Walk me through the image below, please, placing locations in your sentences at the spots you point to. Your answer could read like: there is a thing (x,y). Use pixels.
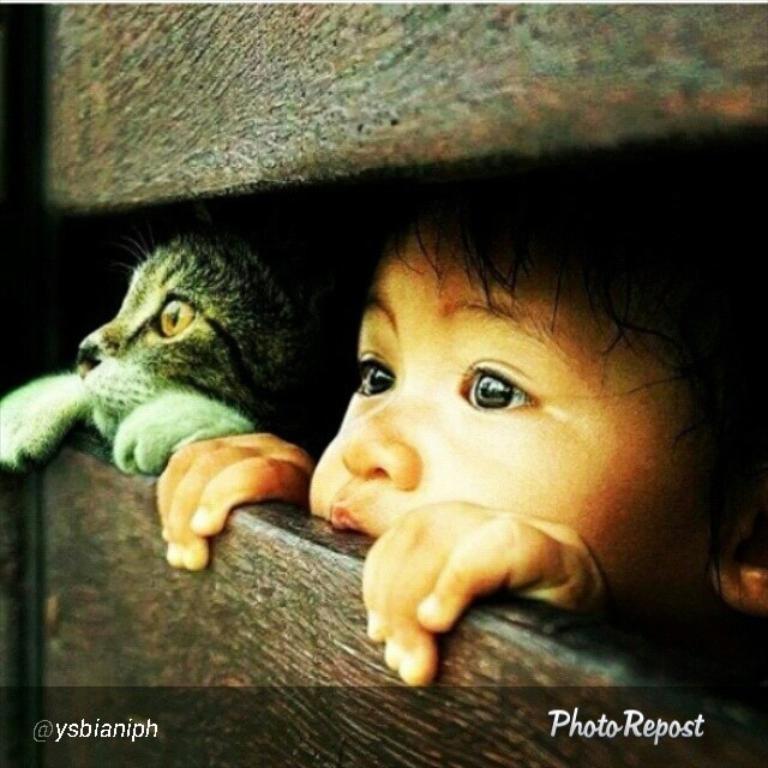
In the center of this picture (304,286) we can see a person (442,432) and a cat (219,321) and we can see some objects (313,555). At the bottom (99,753) we can see the watermark (48,727) on the image.
